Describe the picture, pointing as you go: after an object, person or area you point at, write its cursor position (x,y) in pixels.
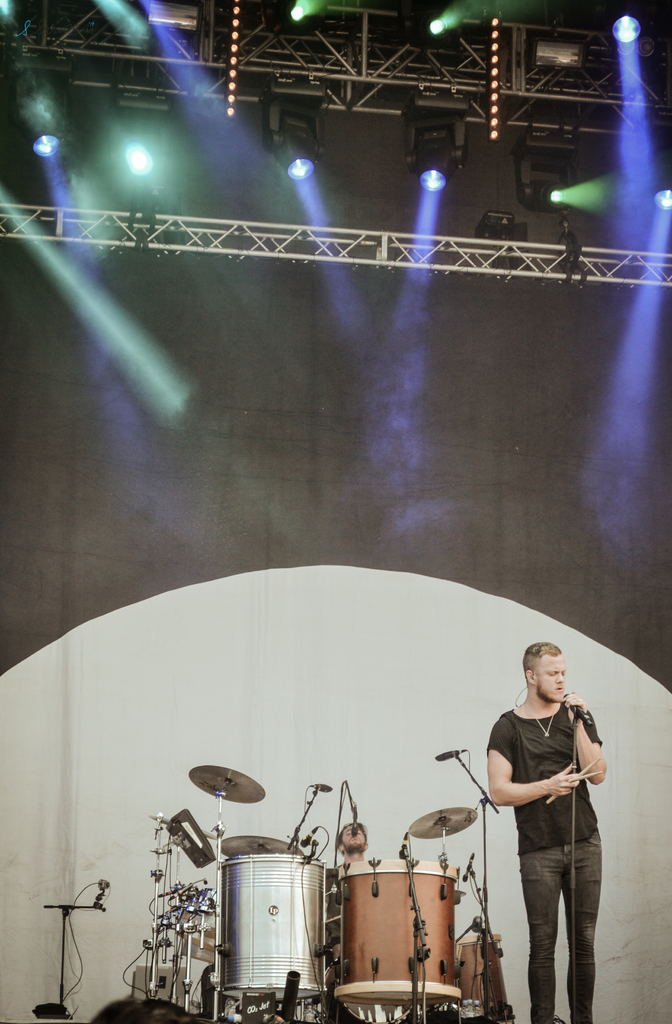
This image is clicked in a concert. There is a man (583,759) in the bottom (552,704). He is holding a mic (586,719) and singing something. There are drums (382,988) in the bottom of the image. There are lights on the top of the image (425,117). There is mic (415,936) near the drums (385,996) too. Person (541,698) who is standing is wearing black shirt (531,754) and black pant (578,986). He is also wearing chain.
